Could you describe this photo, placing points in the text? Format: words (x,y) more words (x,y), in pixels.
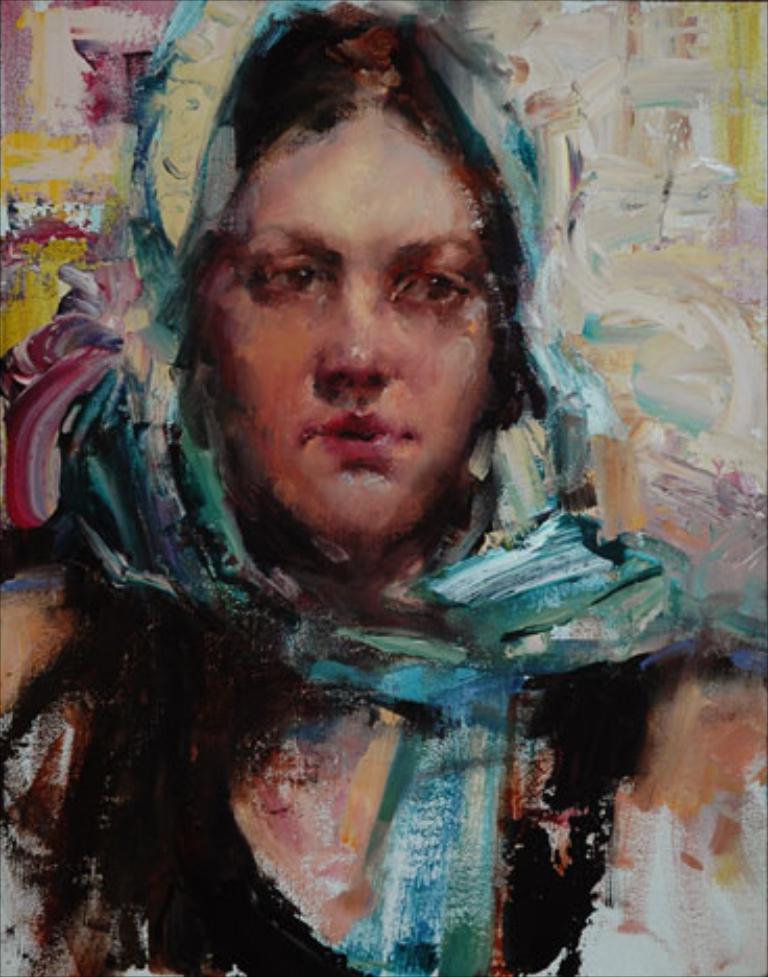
In this image I can see an art (330,286) of the woman (217,217). They are in different colors.
